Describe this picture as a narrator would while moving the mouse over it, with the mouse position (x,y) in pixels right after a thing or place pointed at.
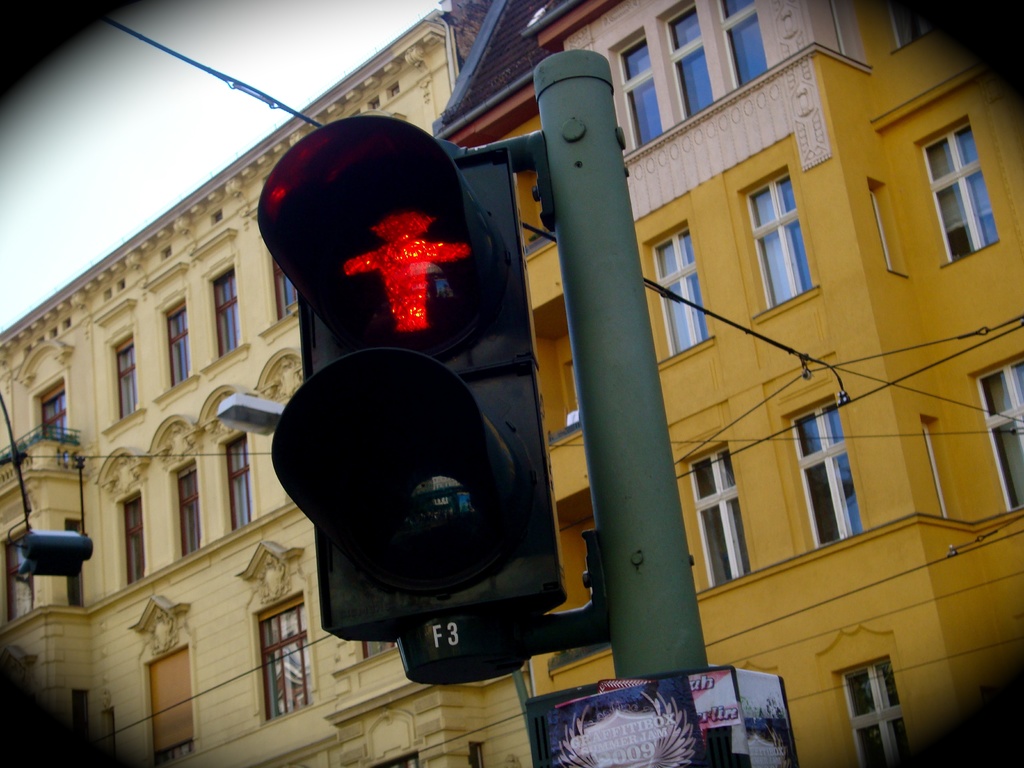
In this picture I can see buildings (732,654) and a traffic signal light (467,441) to the pole (592,314) and a cloudy sky (165,128).
